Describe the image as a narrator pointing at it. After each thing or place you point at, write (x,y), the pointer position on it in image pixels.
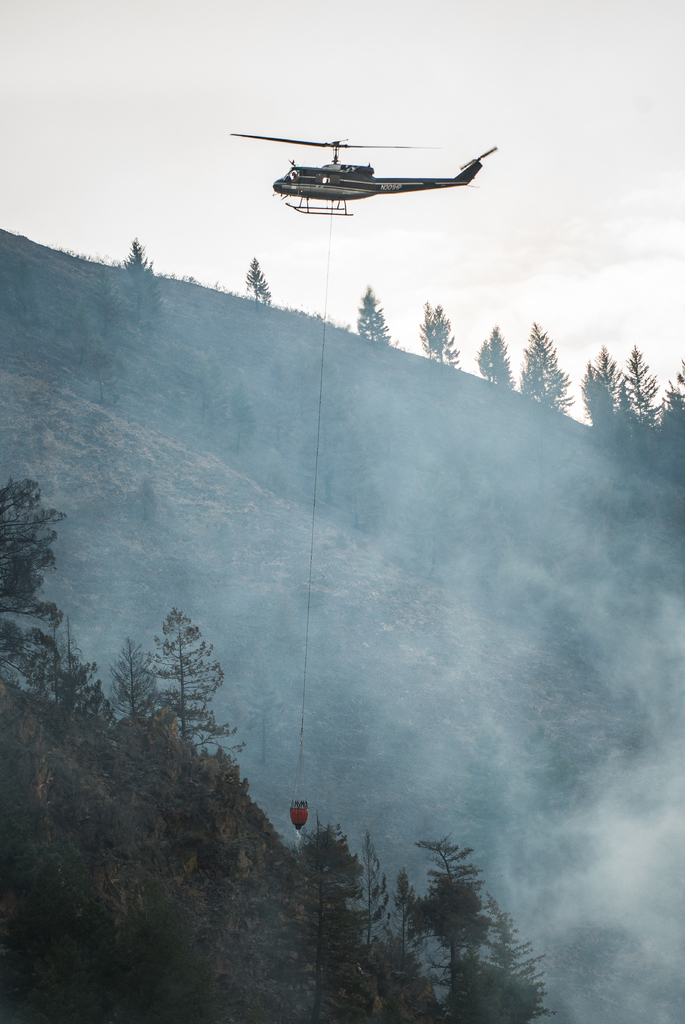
In this picture there is a mountain (382,433) and there are trees (642,445) and there is a helicopter (316,173) flying. At the top (381,112) there is sky (413,112).
